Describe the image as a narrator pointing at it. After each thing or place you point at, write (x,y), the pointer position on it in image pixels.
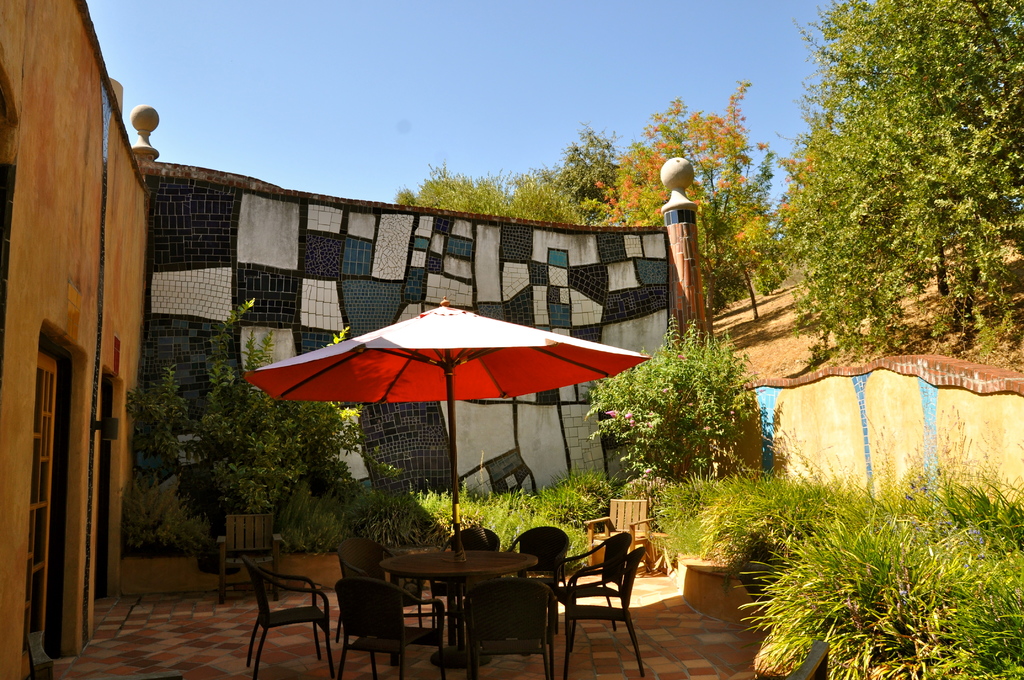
In this image there is a table (459,574) in the middle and there are chairs (507,604) around it. Above the table (468,556) there is an umbrella (422,334). In the background (358,248) there is a wall (308,250) on which there is some design (387,276). In front of the wall (411,463) there are small plants (688,446) around it. On the left side (90,266) there is a wall (100,254). Under the wall (82,452) there are two doors (58,477). At the top (383,54) there is the sky (407,51). On the right side (858,130) top there are trees (814,148).
